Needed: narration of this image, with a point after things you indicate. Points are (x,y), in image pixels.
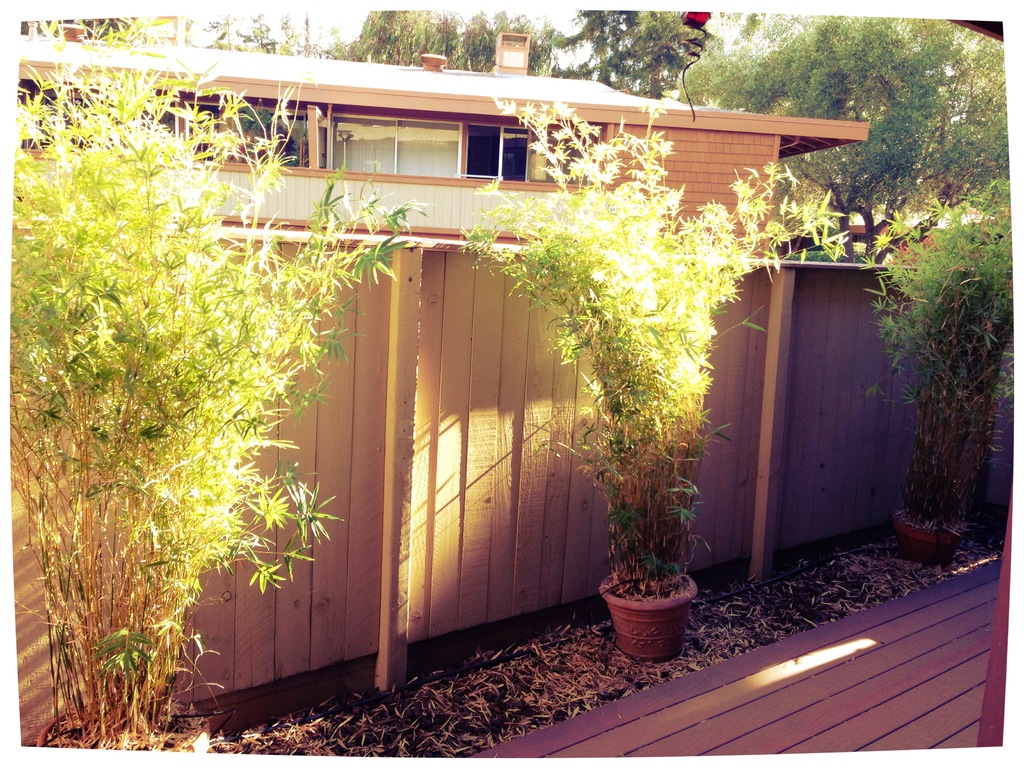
In this picture I can see the path (728,683) in front (778,715) and I see few plants (307,503) and I see the fencing (330,661). In the background (305,219) I see a building (388,106) and I see number of trees (260,41).
